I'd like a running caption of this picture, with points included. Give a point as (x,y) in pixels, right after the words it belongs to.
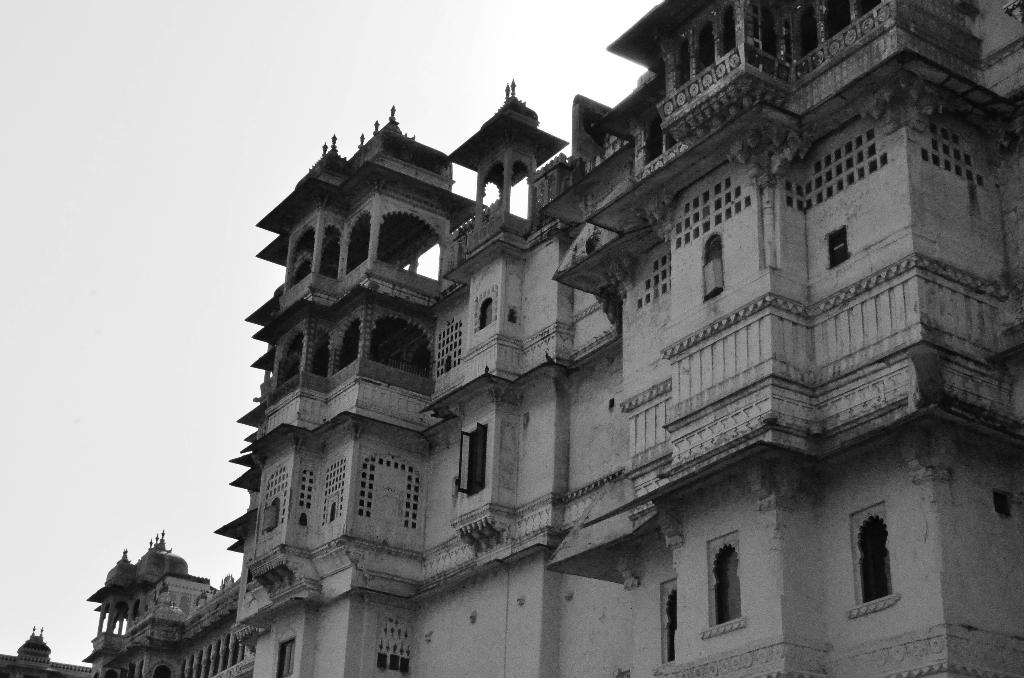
This is a black and white image. On the right side (690,284) I can see a building (479,408) along with the windows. At the top of the image (169,123) I can see the sky (114,222).
